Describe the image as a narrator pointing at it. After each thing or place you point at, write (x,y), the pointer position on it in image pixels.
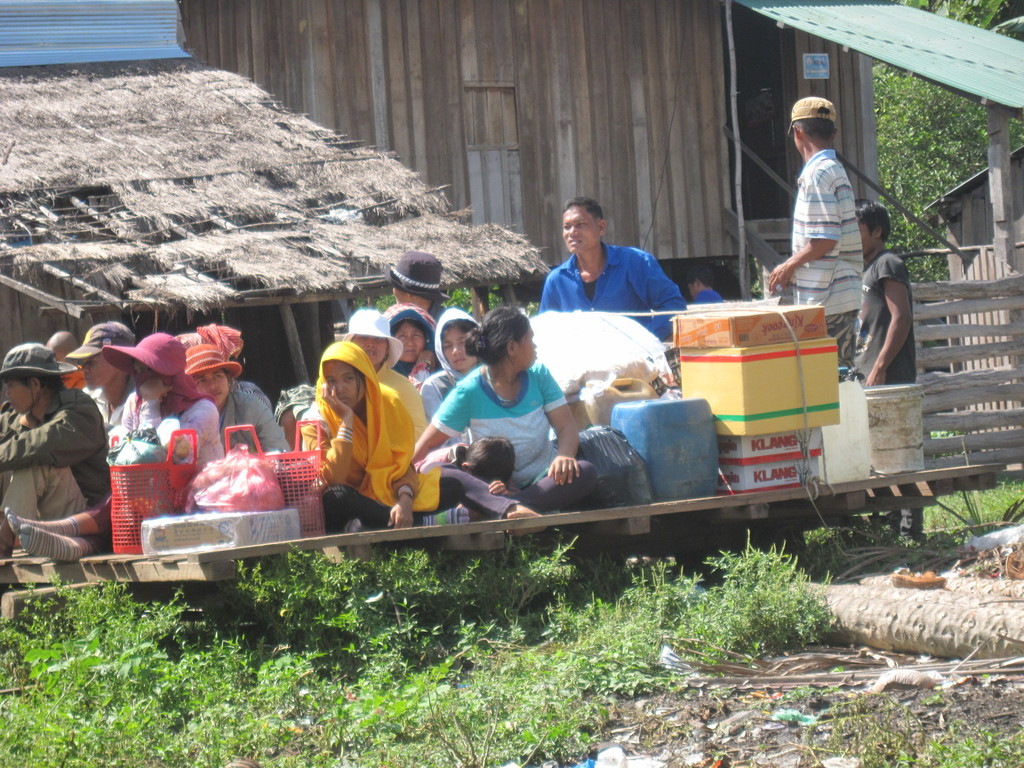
In the picture we can see a group of people (50,378) sitting on the wooden plank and besides them we can see some baskets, boxes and behind them we can see a man (582,255) standing and behind him also we can see some people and near them we can see a wooden house (695,24) with a shed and poles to it and a railing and beside it we can see trees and beside the house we can see a roof (31,97) with a dried grass (151,229) and near the people (56,365) on the path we can see some plants (861,700).
